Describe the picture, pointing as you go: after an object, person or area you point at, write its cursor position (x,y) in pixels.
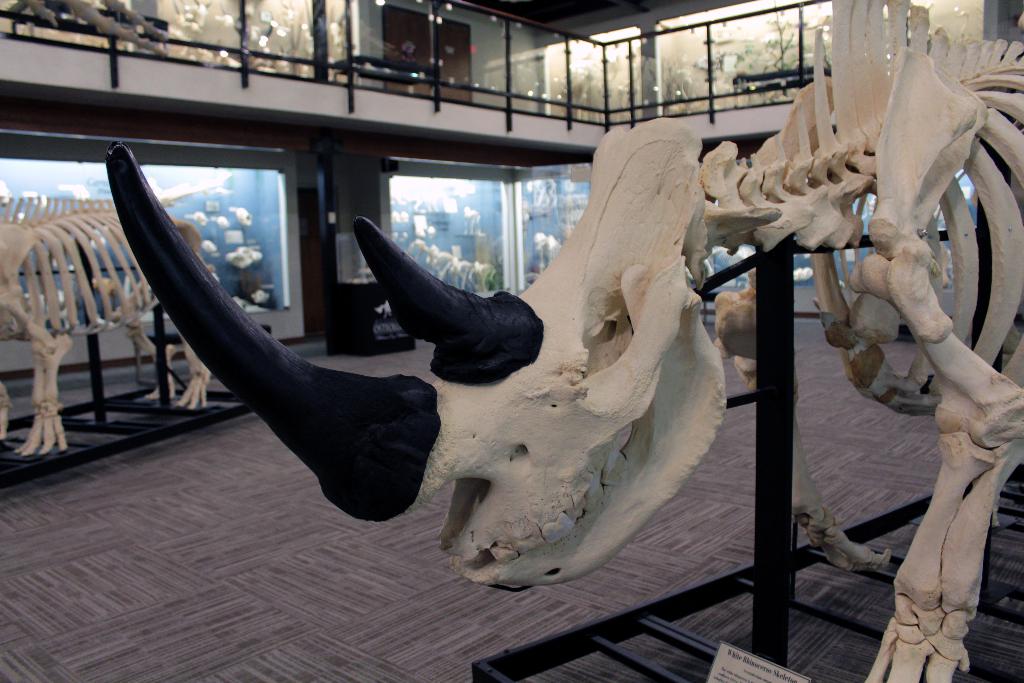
On the right side (696,354), there is a skeleton (569,438) of an animal (1002,206) arranged on a platform (780,636). On the left side (63,447), there is another skeleton (106,282) of an animal (49,267) on a platform (113,428), which is on the floor (98,492). In the background (241,211), there are display cases (249,195), there is a fence (111,43) and there are other objects (353,269).
